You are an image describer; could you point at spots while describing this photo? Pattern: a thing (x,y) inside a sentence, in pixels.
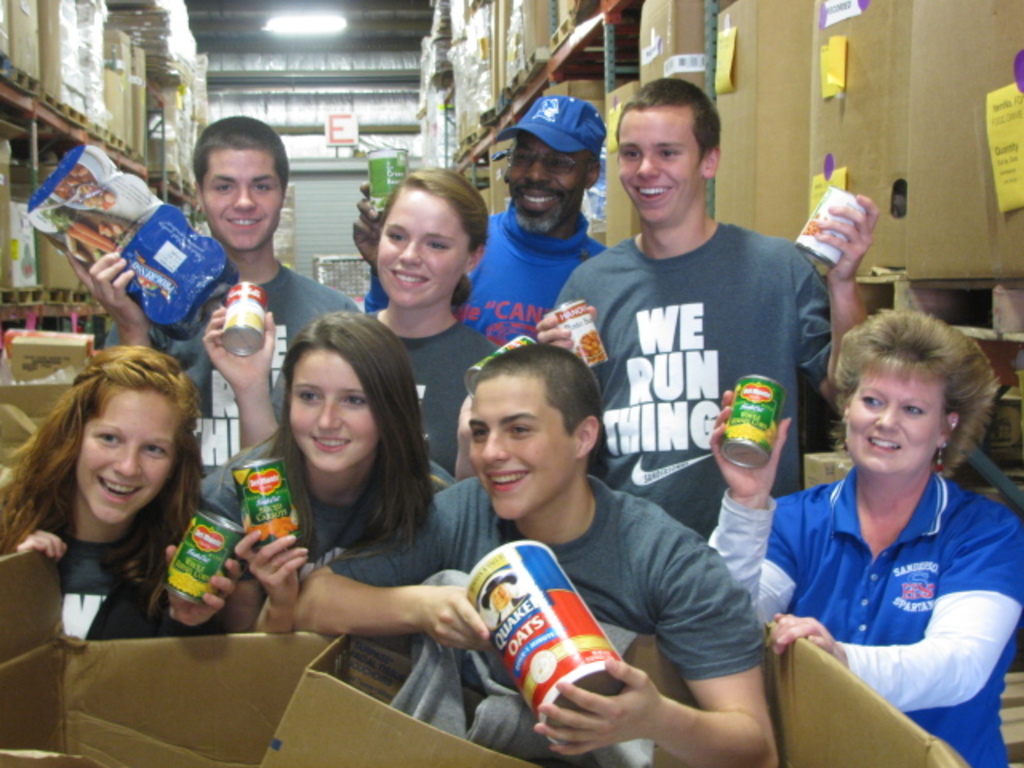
In this image in the front (383,353) there are persons (409,364) smiling and holding objects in their hands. In the background (301,20) there are cartons (120,30) and there is a light (315,21) on the top (276,30) and there is an alphabet (345,126) which is red in colour.
